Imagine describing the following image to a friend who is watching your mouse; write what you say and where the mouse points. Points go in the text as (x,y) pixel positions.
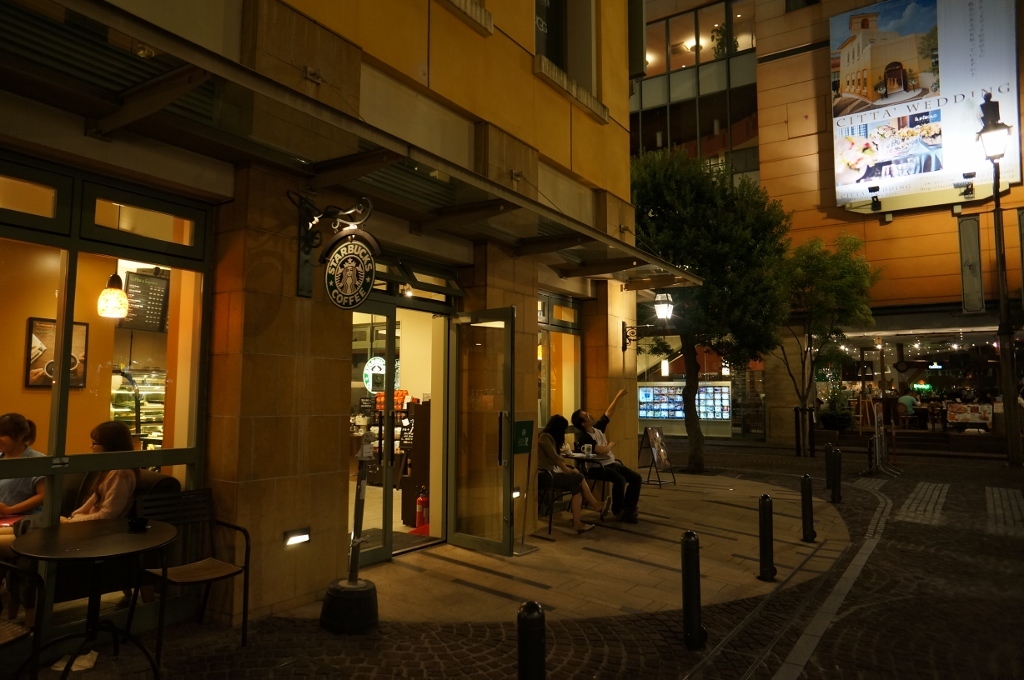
This is the picture of a street (641,558) where we have two buildings (706,423) in two opposite sides and to the building (534,323) there is a coffee shop (445,396) and two people (578,476) sitting on chairs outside the coffee shop (394,550).
